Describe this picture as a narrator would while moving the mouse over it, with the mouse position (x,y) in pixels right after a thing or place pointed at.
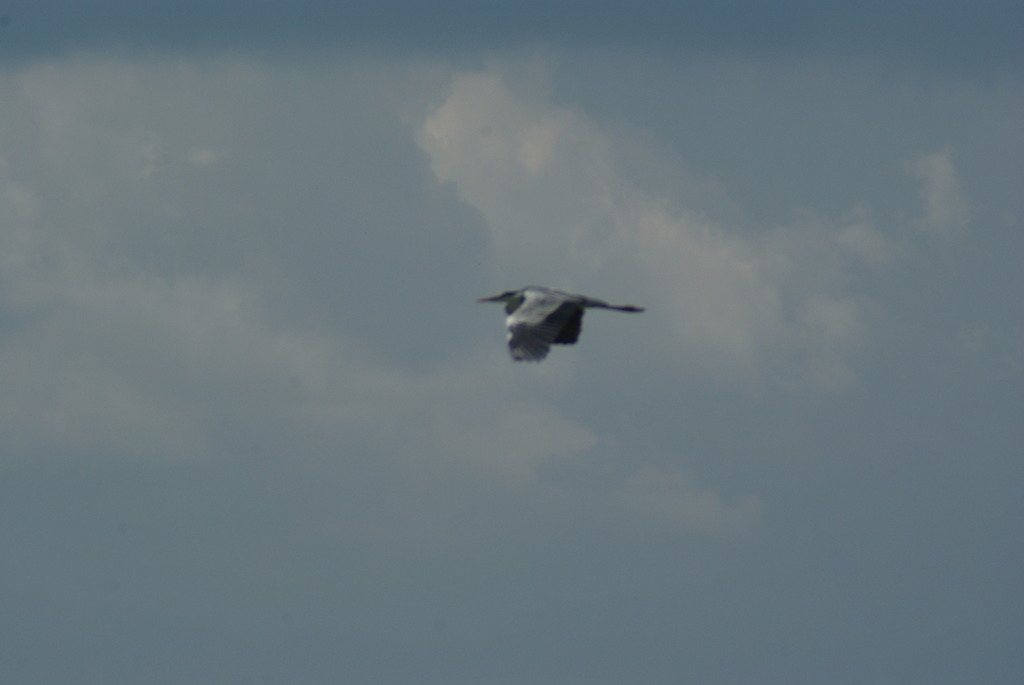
In this picture we can see a bird (554,333) flying in the air (622,414), in the background (553,174) we can see the sky (499,171).
